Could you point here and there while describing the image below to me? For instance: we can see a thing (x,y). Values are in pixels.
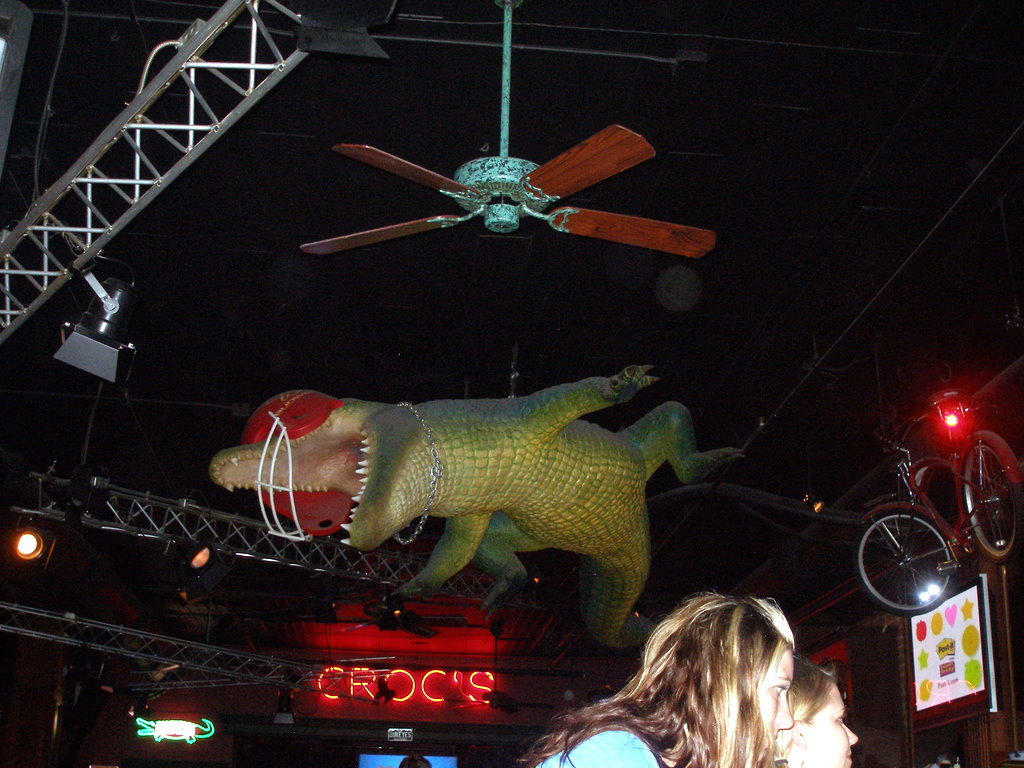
In this picture we can see a statue (520,422), fan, lights (89,322), bicycle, and screen (941,653). There are two persons (717,674) and there is a dark background (476,760).
